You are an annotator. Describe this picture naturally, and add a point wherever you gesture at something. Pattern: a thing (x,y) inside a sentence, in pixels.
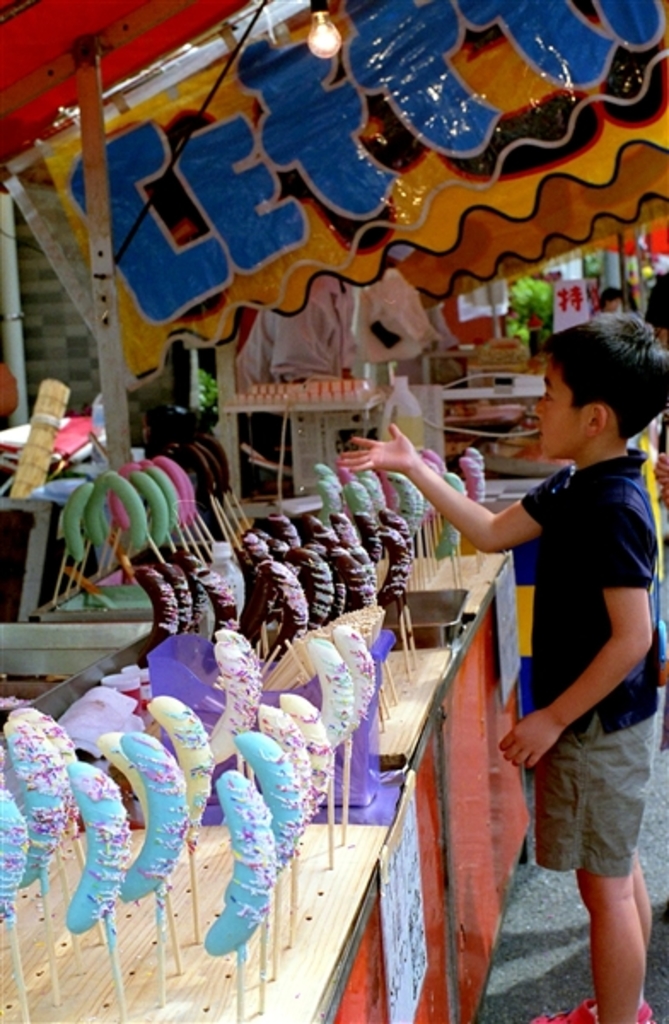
There is a boy (555,490) in navy blue color t-shirt (555,490), standing on the ground (558,999), in front of a table (496,605), on which, there are some objects (406,549) arranged. In the background (485,412), there is a light (327,34) attached to the roof (177,6), there are persons (665,288) standing in front of tables (471,396), on which, there are other objects (503,348) and there are plants (537,323).
